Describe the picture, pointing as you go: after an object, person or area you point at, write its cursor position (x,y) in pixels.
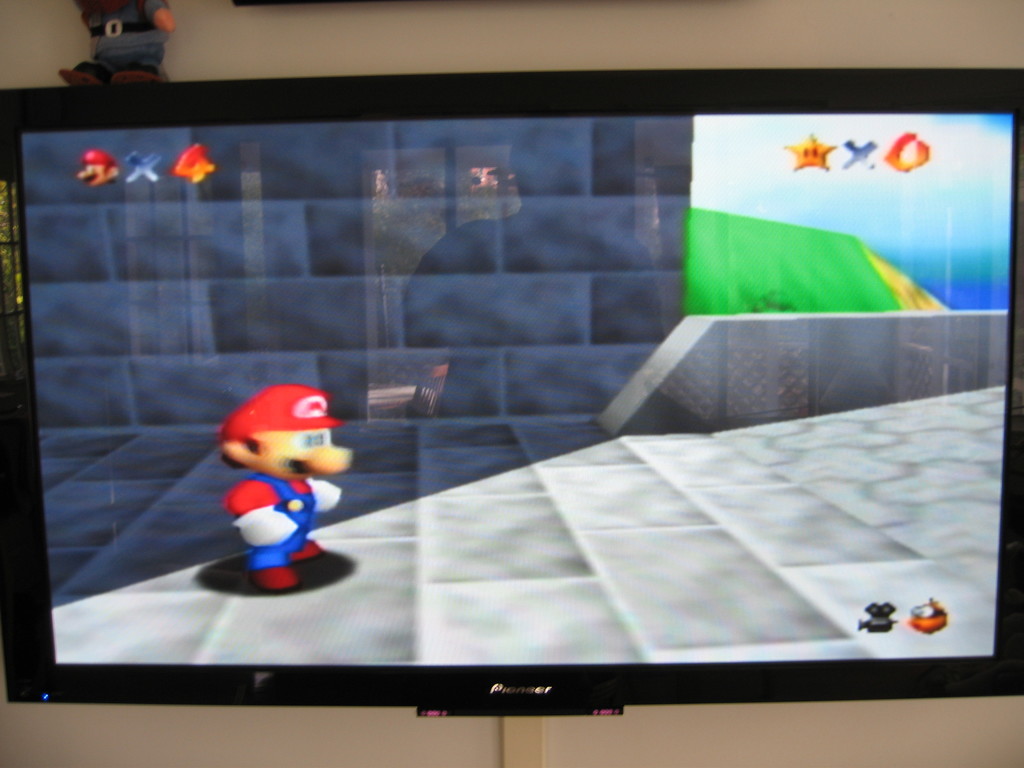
In this image we can see a screen (511,404) in which a video game (463,554) is displayed.
